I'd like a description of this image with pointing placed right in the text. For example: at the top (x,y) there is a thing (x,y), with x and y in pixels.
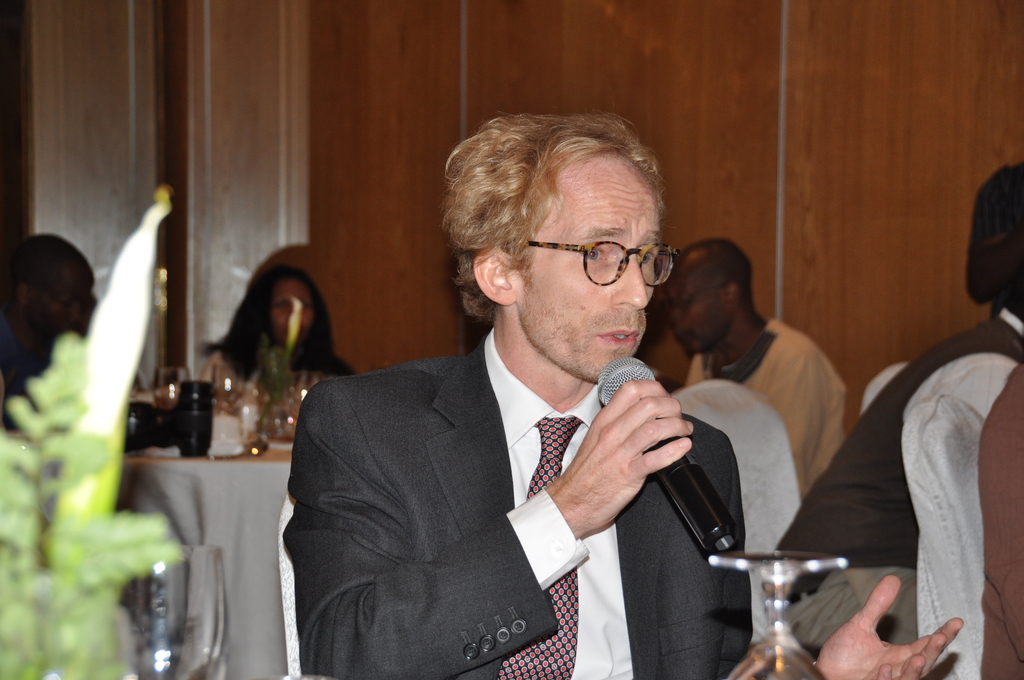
In this image, we can see a man (682,548) sitting and holding a microphone (724,549), there are some people (1016,496) sitting on the chairs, we can see a table (174,479) and there is a wall (504,86).
